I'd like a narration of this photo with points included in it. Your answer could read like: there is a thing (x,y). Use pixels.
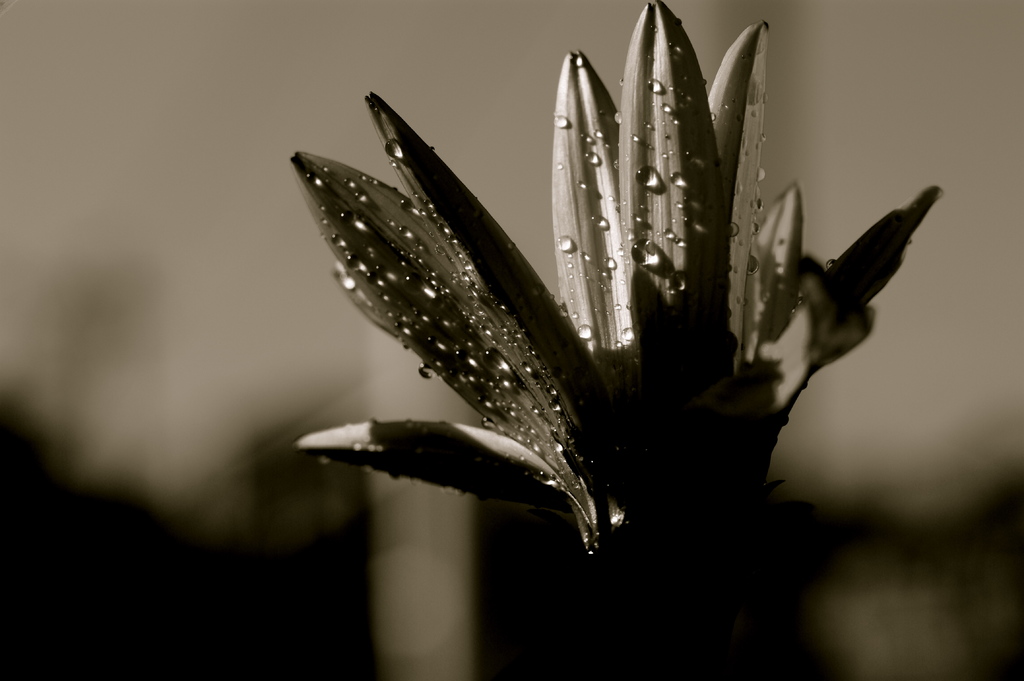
In this image there are a few water drops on the flower (637,319). The background (921,638) is blurry.
